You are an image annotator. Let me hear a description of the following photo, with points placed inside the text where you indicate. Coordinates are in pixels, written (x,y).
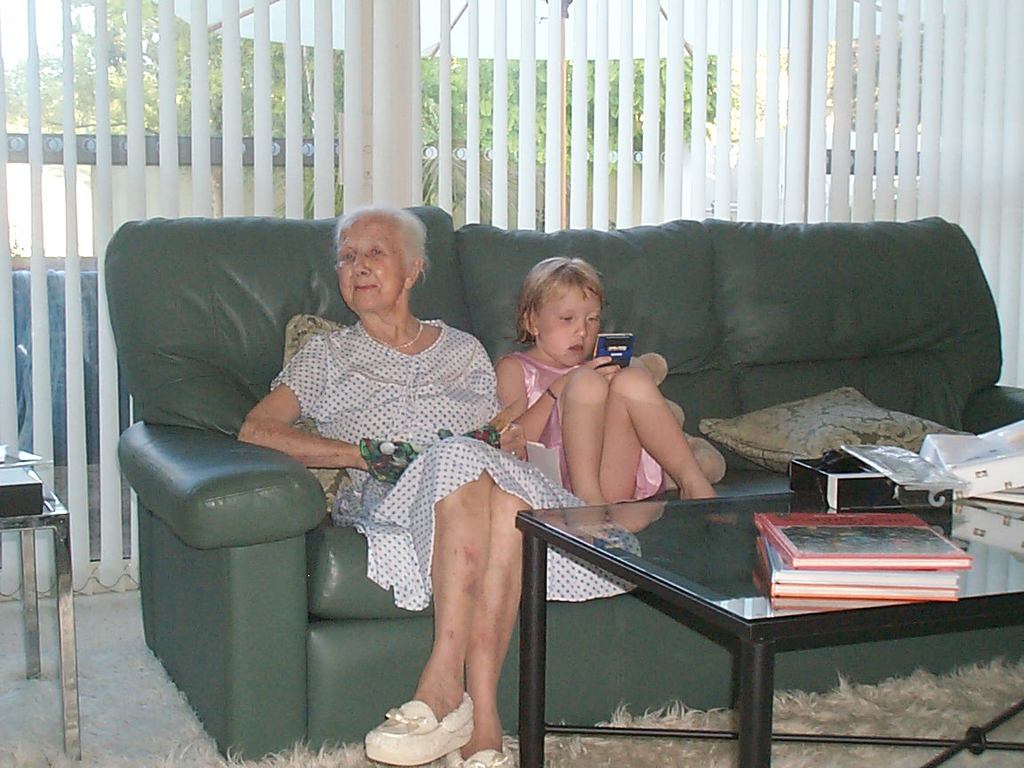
There is an old woman (411,379) and a child (596,409) sitting on a couch (866,320). this child (625,397) is looking at a handheld device (603,347) and the woman (363,286) is smiling. On the table (803,618) there is a book (895,558) and a box (863,483). On the background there is an umbrella (513,17) and here it's a tree (180,67). On the bottom (676,757) we can see a carpet (632,753).
